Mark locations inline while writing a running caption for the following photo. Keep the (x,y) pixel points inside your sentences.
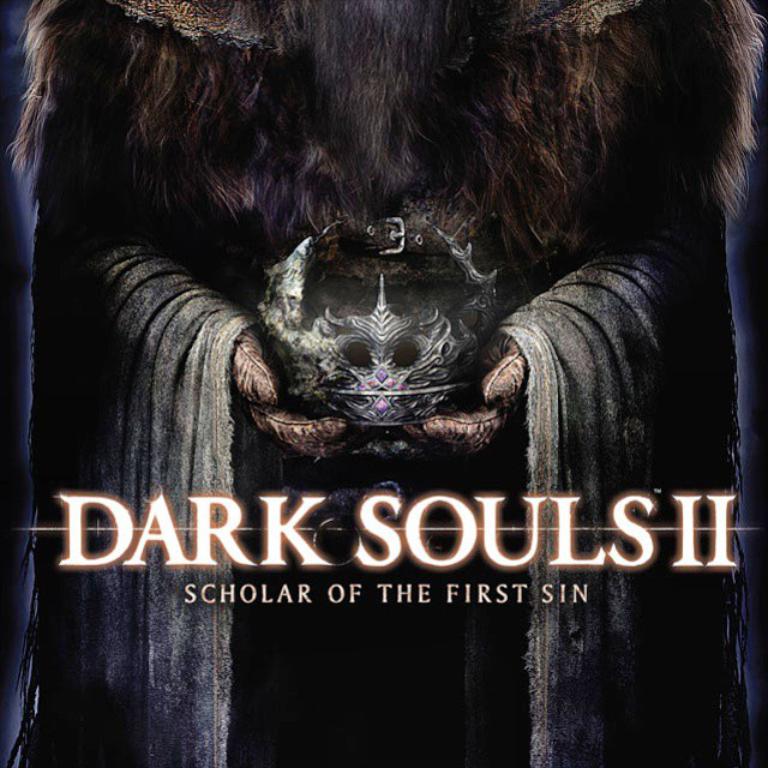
In this image there is a poster (326,458), there is a person (386,169) holding a crown (394,357), there is text (441,565).
